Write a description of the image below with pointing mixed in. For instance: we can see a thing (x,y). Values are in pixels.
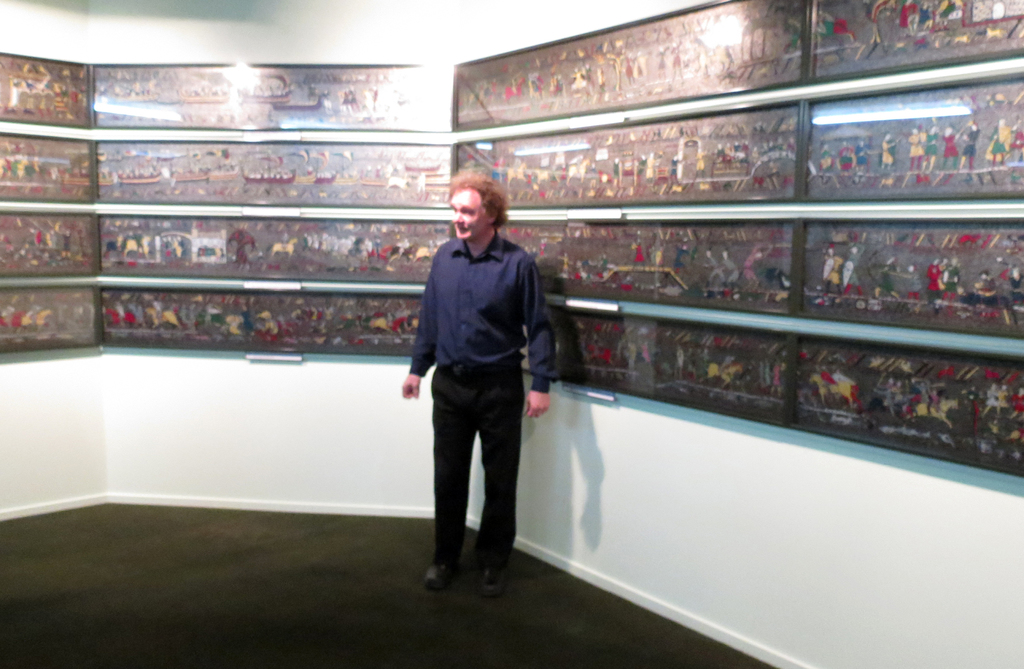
On the background of the picture (486,95) we can see photo frames (604,150) on a wall (358,44). Here we can see a man (474,385) standing on the floor (384,541), near to the frames (564,308).
